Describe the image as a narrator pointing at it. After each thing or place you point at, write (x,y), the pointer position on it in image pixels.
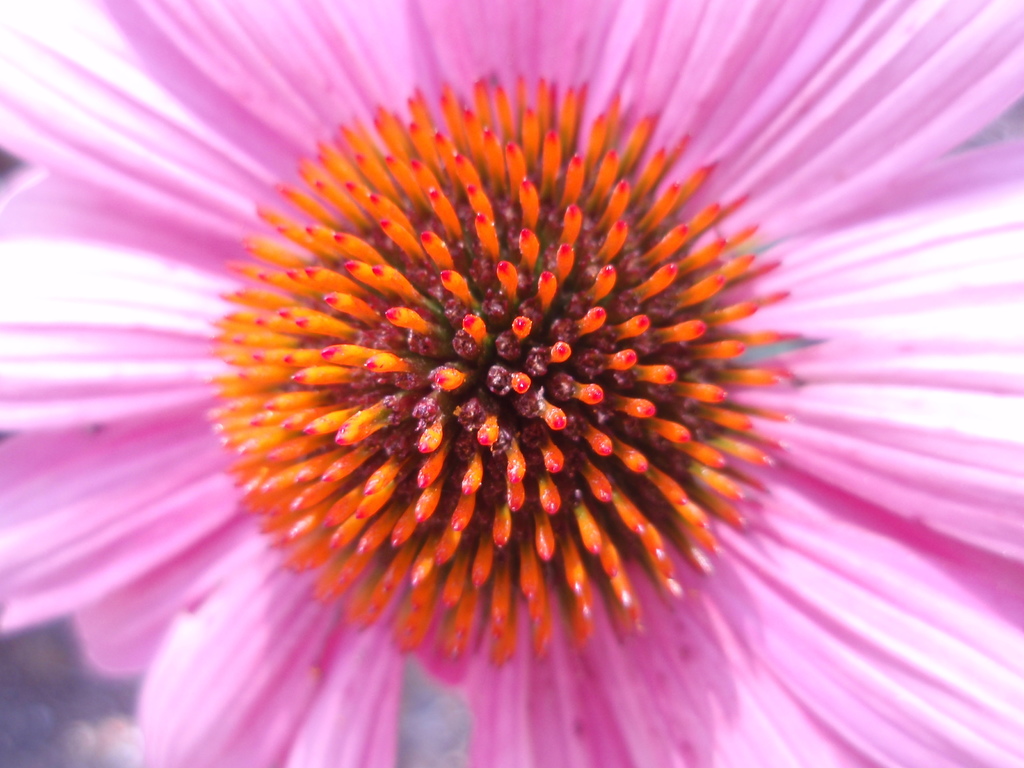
In this picture we can see a flower (104,459) with pink petals (121,362) and at the center (341,438), we have red yellow colored pistils (341,435).
